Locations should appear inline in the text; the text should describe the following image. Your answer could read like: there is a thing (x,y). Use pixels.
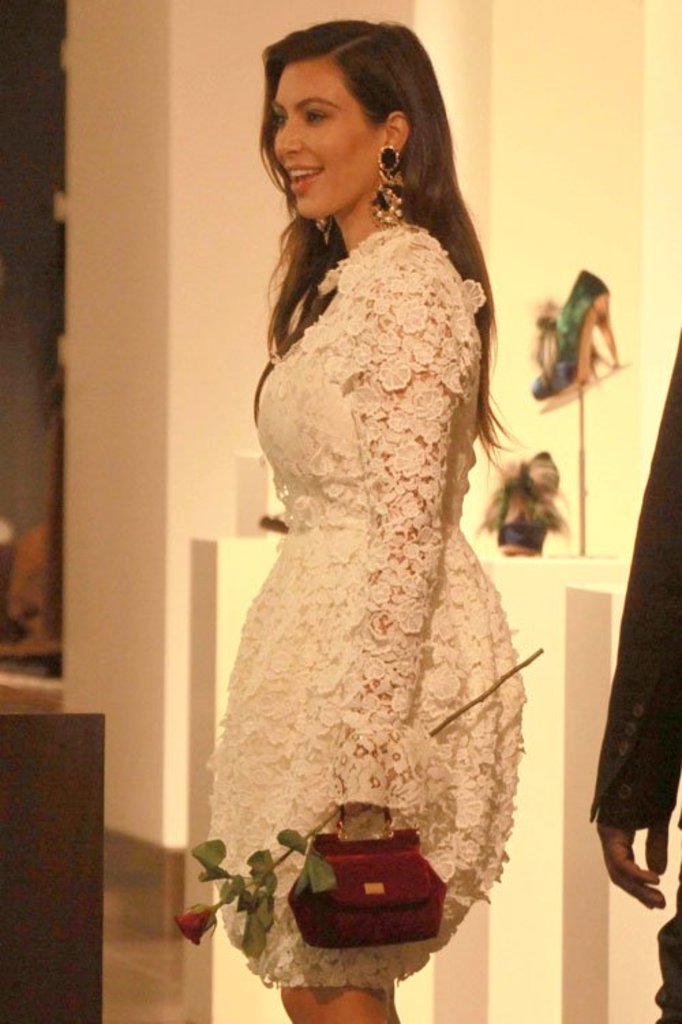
In this image there is a woman (466,784) standing and smiling by holding a hand bag (337,885) and a rose (192,926), and in the background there is another person (628,822), pair of heels (524,492) on the object (573,996).
